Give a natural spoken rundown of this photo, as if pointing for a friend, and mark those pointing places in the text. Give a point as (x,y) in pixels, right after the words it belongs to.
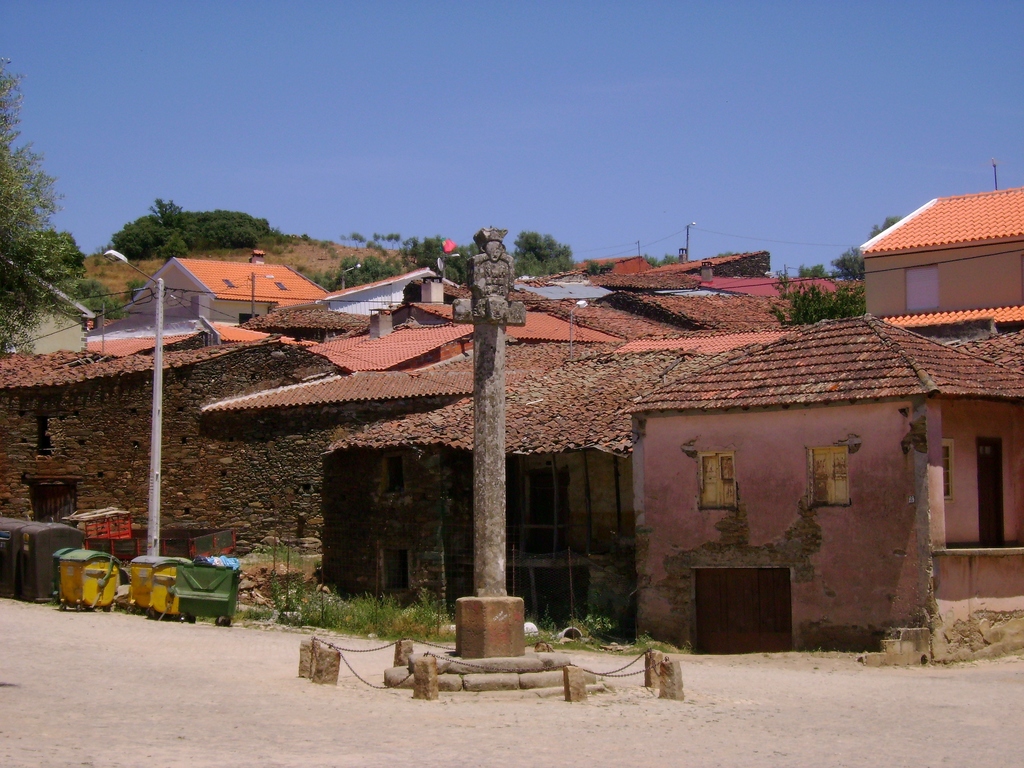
In this picture we can see many houses (442,315). At the bottom (496,538) we can see the pillar (496,331) and chains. On the left (154,415) we can see the electric pole (160,278), light (128,263) and wires (159,289). Beside that we can see the dustbins (227,609). In the background (69,244) we can see the mountain (147,279), trees (522,241) and poles (687,253). At the top (619,113) there is a sky (584,113). On the right (902,452) we can see the shelter (746,468), windows (948,478) and door (993,503).
